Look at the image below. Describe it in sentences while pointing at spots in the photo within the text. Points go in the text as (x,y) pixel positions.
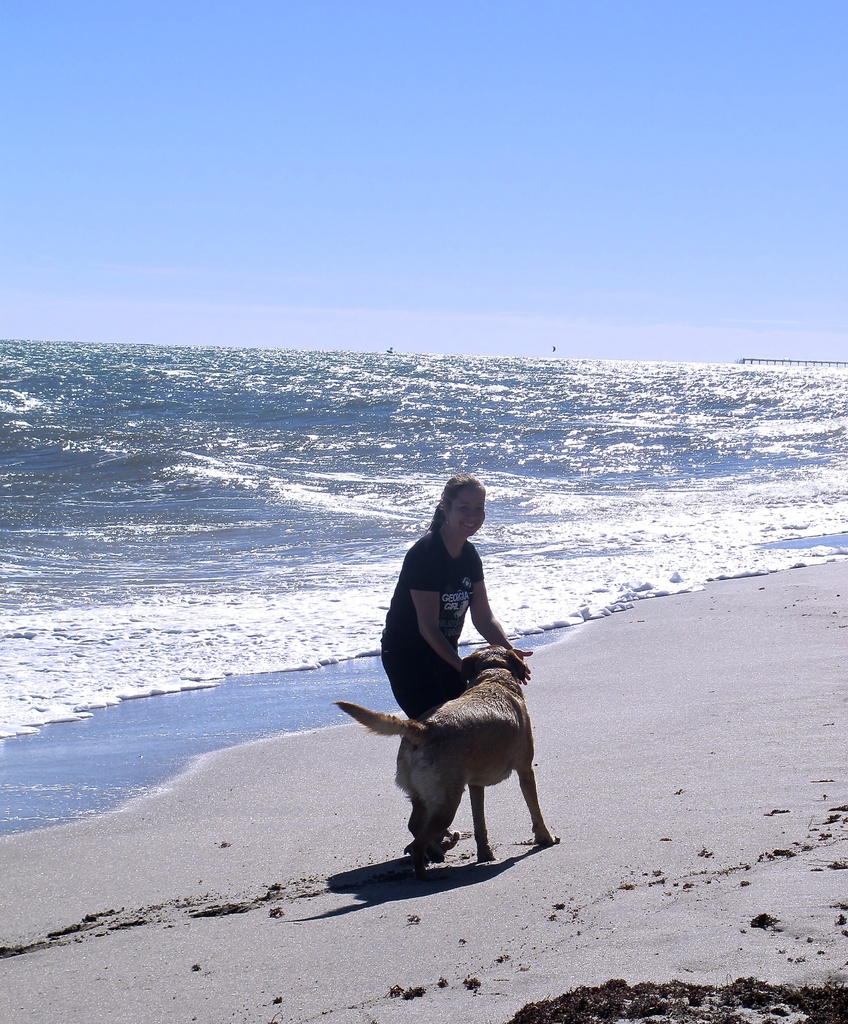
In this image we can see a dog (446,729) and a woman (424,664) standing on the seashore (557,794), sea (536,507) and sky (286,345).
